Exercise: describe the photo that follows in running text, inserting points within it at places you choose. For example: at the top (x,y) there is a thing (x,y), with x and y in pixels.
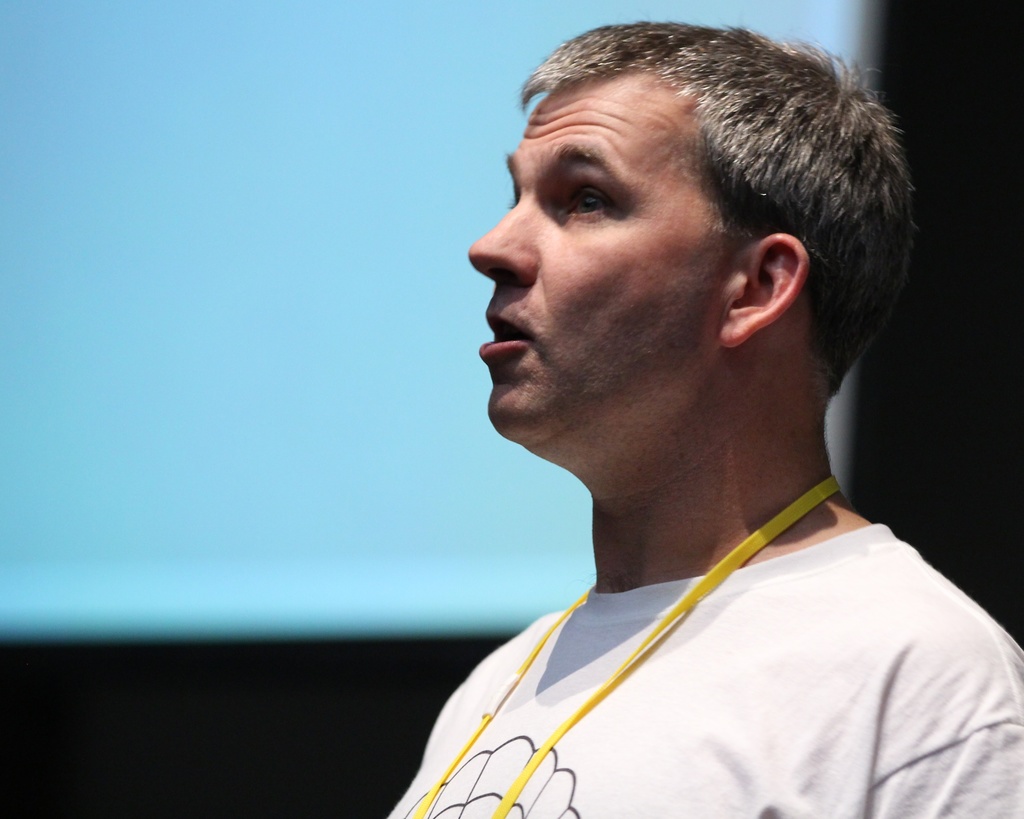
Bottom right side of the image (946,769) a man (692,399) is standing and watching. Behind him there is a screen (833,28).
